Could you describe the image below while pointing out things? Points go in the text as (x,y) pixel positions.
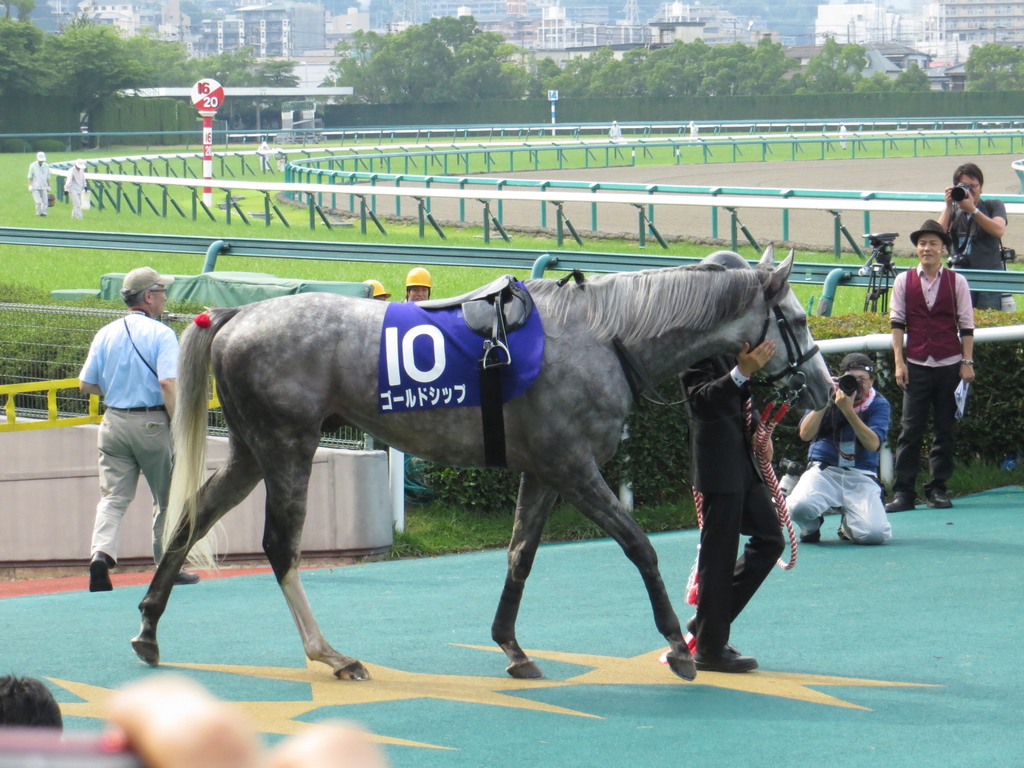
In this image in the center (531,388) there is one horse (271,381) beside that horse (733,340) there is one person (712,502) who is walking. And on the left side (121,403) there is another person (126,448) who is walking and on the background (165,19) there are trees (380,53) and buildings (329,46) are there, and in the bottom (240,574) there is ground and on the left side (210,131) there is one pole (208,107) and on the right side (887,410) there are three persons (973,224) who are standing and crouching and two (858,417) are holding cameras (843,383).
